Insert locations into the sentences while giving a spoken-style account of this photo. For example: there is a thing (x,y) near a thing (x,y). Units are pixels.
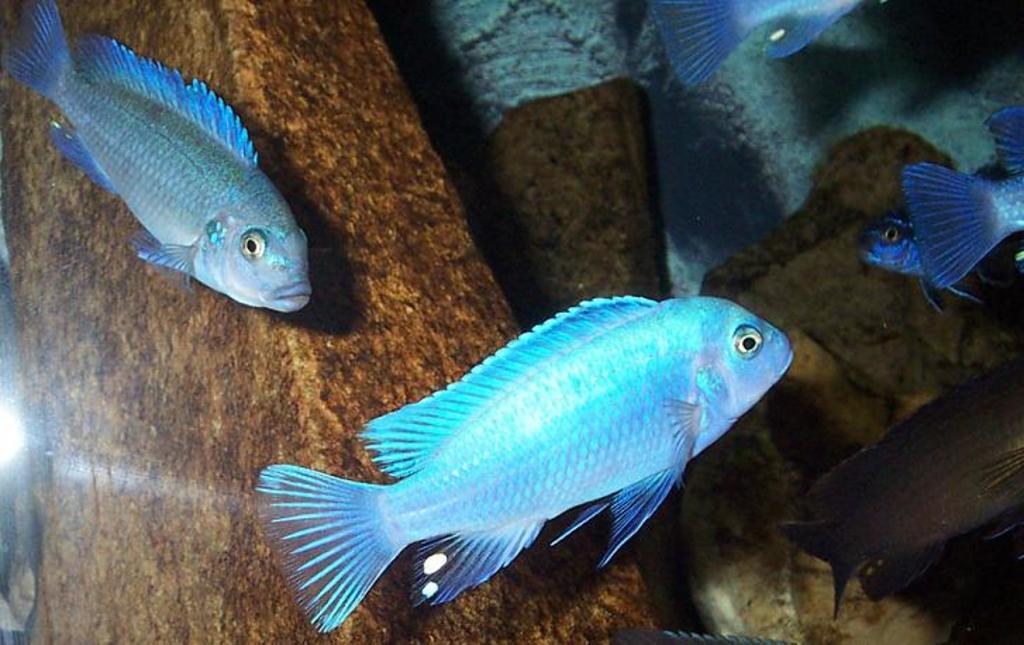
In the foreground of this image (594,395), there are fish (739,27) in the water (758,175) where we can see few objects (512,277) and the rocks (821,311).
